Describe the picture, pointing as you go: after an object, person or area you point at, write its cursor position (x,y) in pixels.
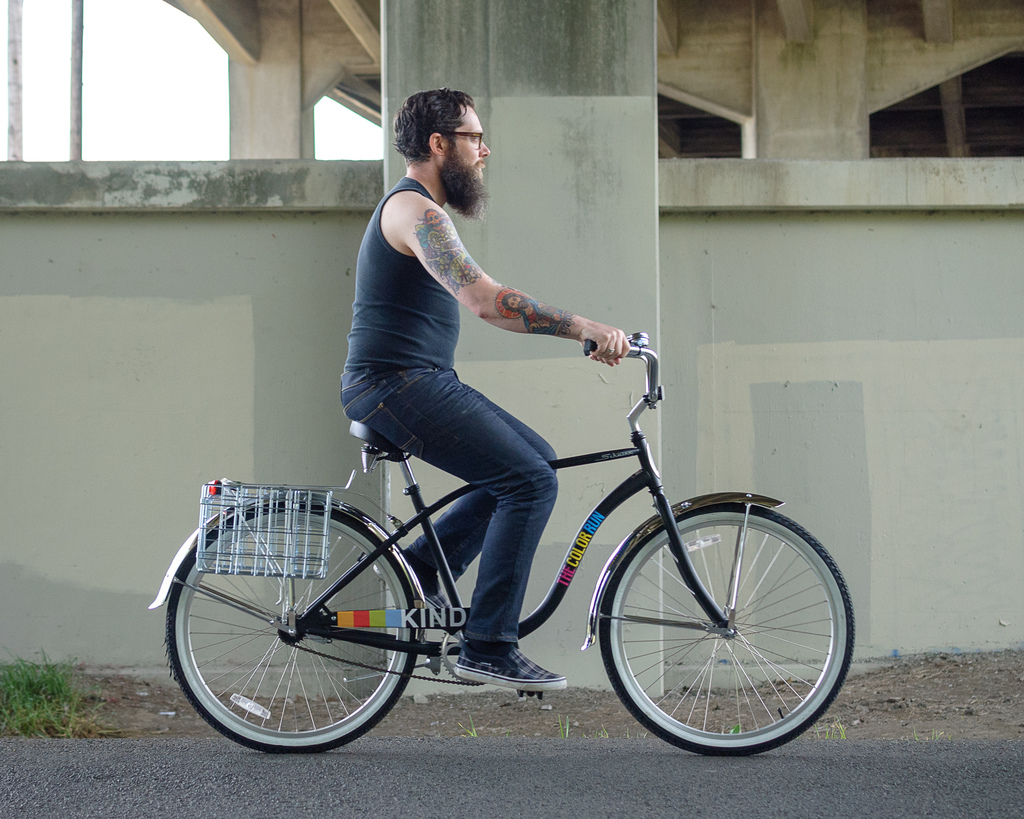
A man (392,391) is riding a bicycle (377,461). Man (522,567) wears blue vest (405,292) and blue denim pant (467,424) with casual shoe (500,669). He has a long beard (460,183) and short hair (429,106), wears spectacles (468,140). There is a wall (670,190) and a pillar (600,159) to left of him. From a distance, it is looking as if he is passing through a bridge (806,56).
